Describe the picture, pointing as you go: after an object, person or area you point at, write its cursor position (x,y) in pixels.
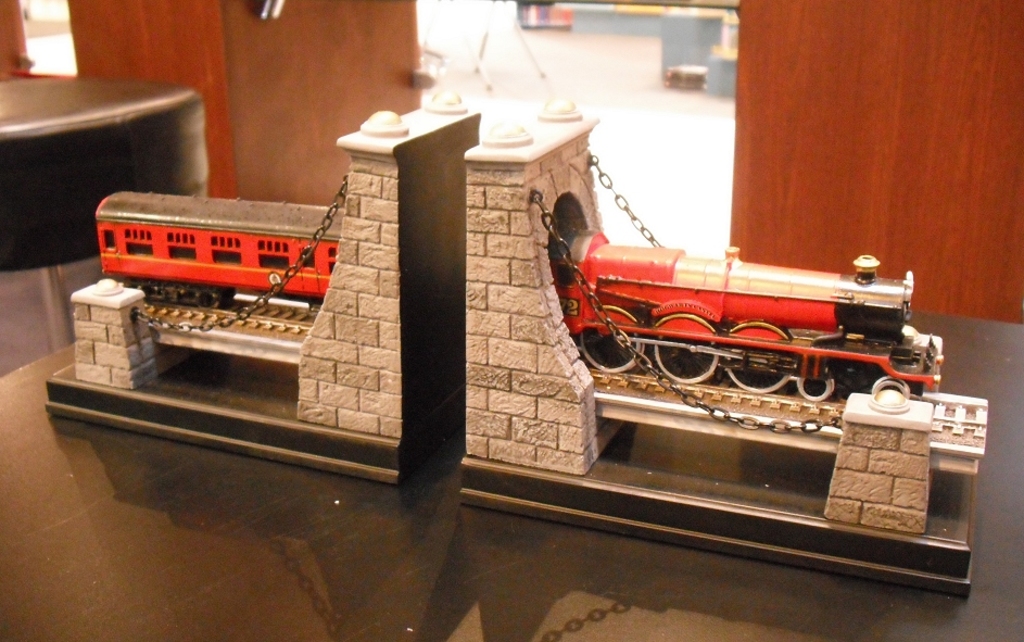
In this picture I can see a toy of a train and bridge (534,252) which is placed on the table (362,622), side we can see chair (73,167) and also we can see wooden thing (300,157).
